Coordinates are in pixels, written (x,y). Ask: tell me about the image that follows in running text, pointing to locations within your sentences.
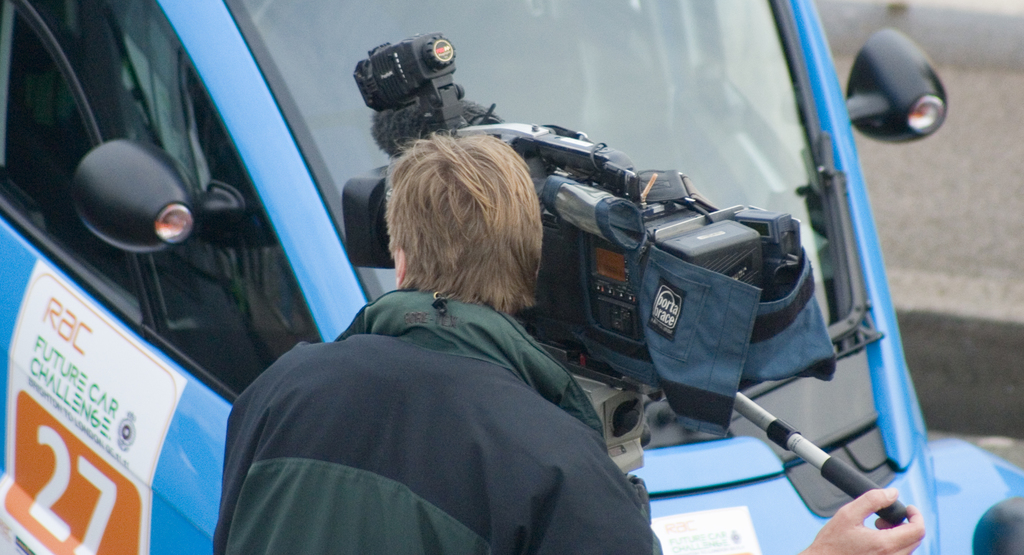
The man (443,350) in front of the picture wearing a black and green jacket (396,405) is holding a video camera (685,328) in his hands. He is taking the video. He is standing. In front of him, we see a blue color vehicle (260,140). On the right side (979,288), we see the road (969,276).
